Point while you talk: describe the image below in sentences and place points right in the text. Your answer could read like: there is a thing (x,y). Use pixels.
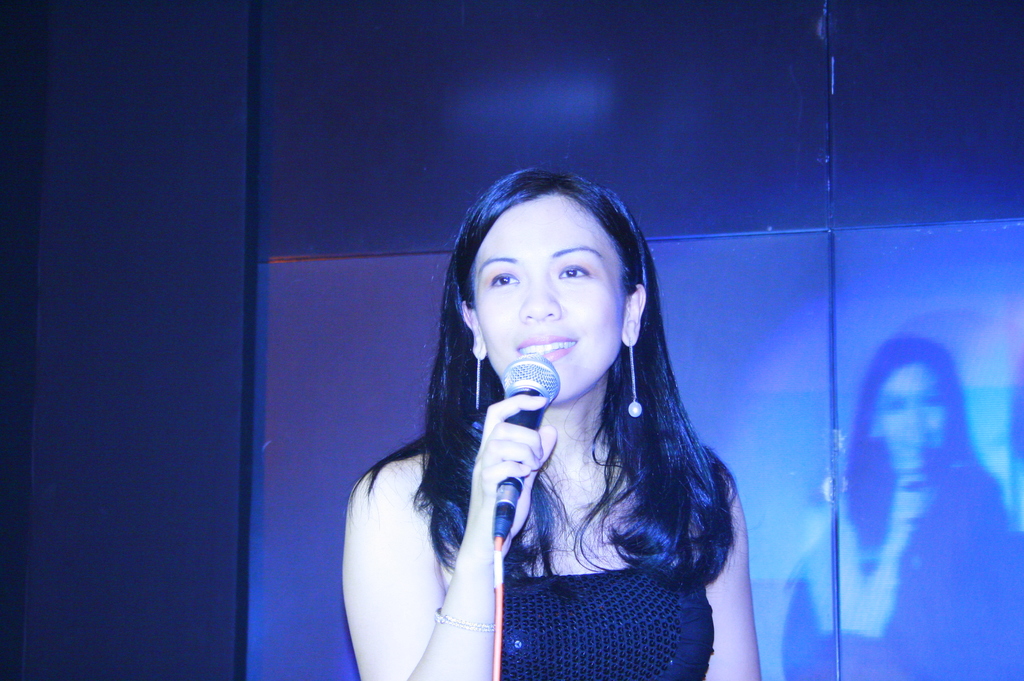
In the center of the image (464,393) we can see a lady (612,514) standing and holding a mic (499,503). In the background (883,312) there is a wall (286,255).
